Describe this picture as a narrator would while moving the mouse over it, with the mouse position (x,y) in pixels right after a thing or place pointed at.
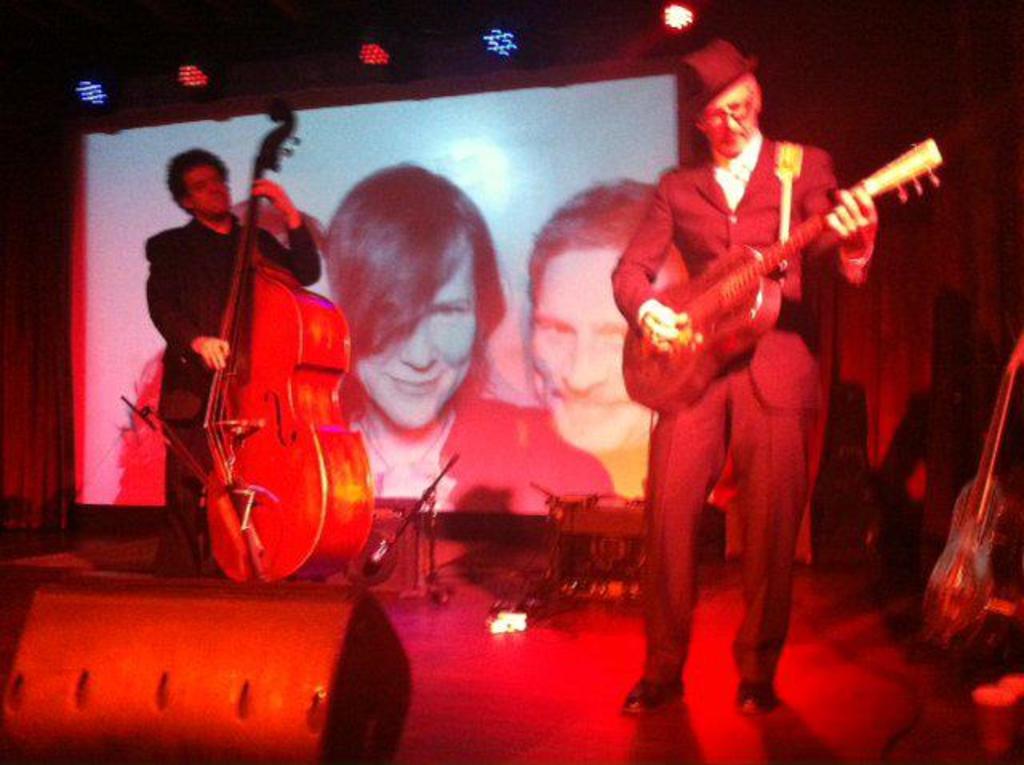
In this picture the man (193,281) is playing a double bass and this man (740,74) is playing a guitar (779,292) and background (501,160) there is a screen (491,235).
